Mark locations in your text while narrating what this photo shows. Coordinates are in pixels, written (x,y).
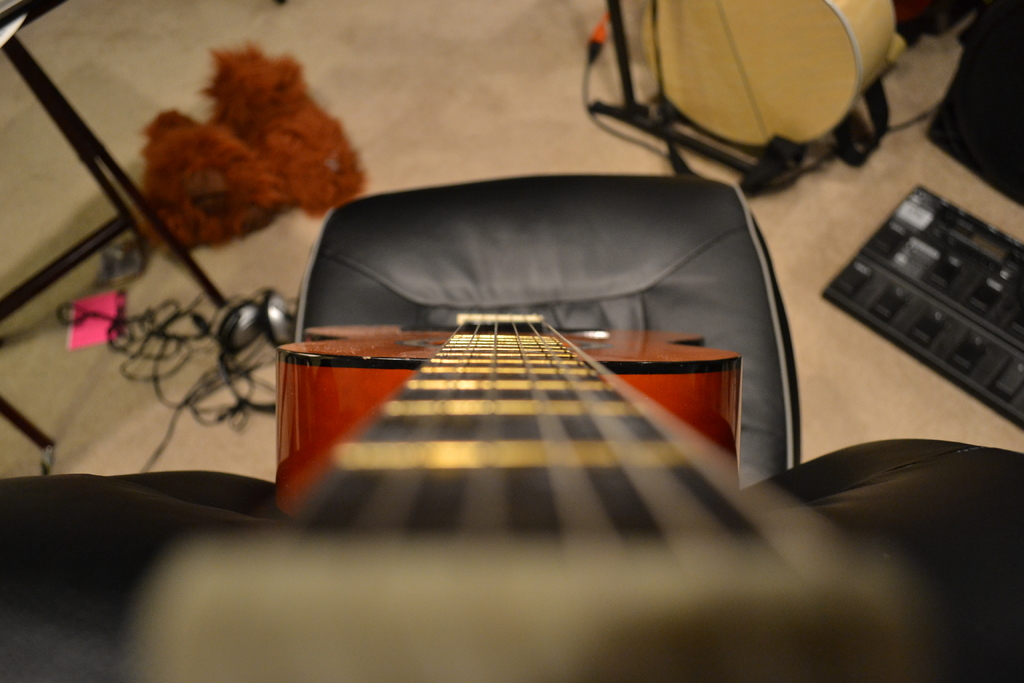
In this picture there is a guitar (510,463) placed on a chair (635,266). On the floor (517,142) this is a guitar (705,57) placed on a stand (632,109), a toy (292,141), headset (246,318), cables (178,335) and a paper (112,318).
